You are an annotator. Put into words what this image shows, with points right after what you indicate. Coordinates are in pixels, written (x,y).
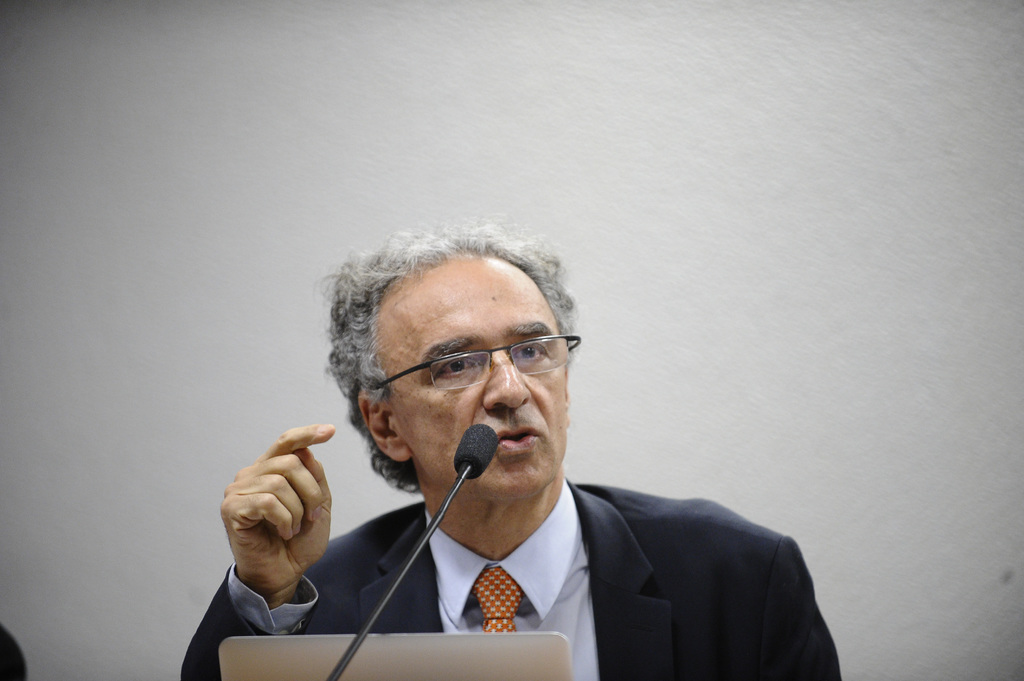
Here we can see a man (263,518) is talking on the mike (488,430) and at the bottom (552,674) there is a laptop (552,674). In the background (511,136) there is a wall (511,136).
